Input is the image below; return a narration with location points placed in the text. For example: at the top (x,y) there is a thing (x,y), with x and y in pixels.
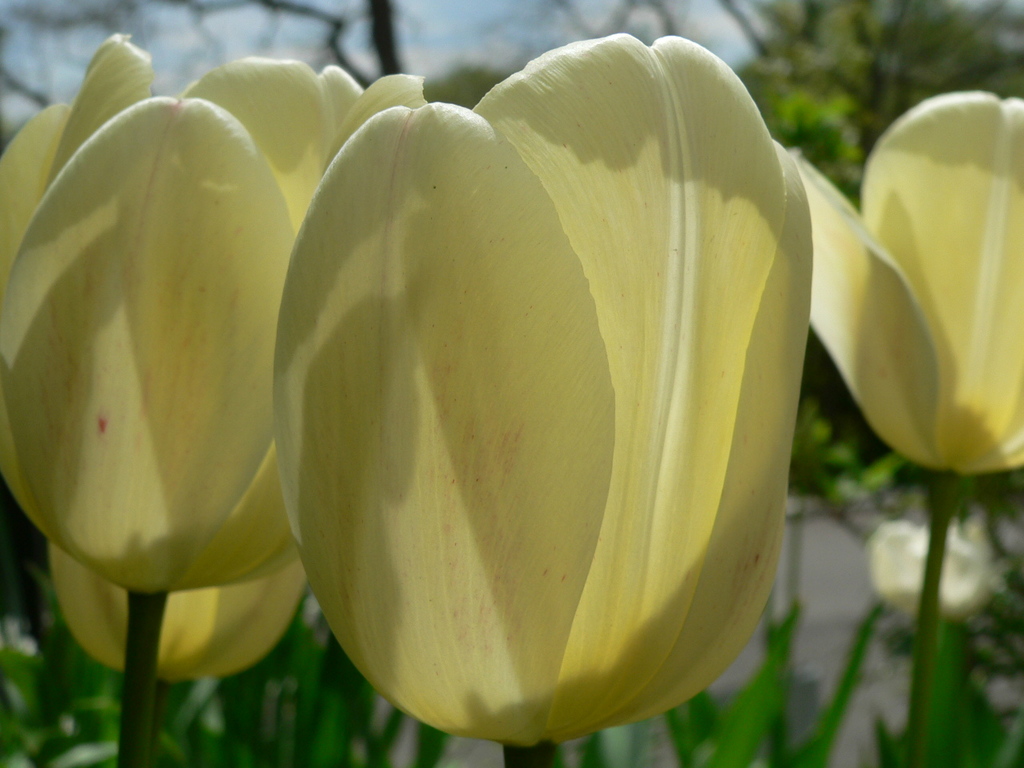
In the center of the image (497,258) there are tulips (533,390) which are in yellow color. At the bottom (235,704) there are plants (185,747).
